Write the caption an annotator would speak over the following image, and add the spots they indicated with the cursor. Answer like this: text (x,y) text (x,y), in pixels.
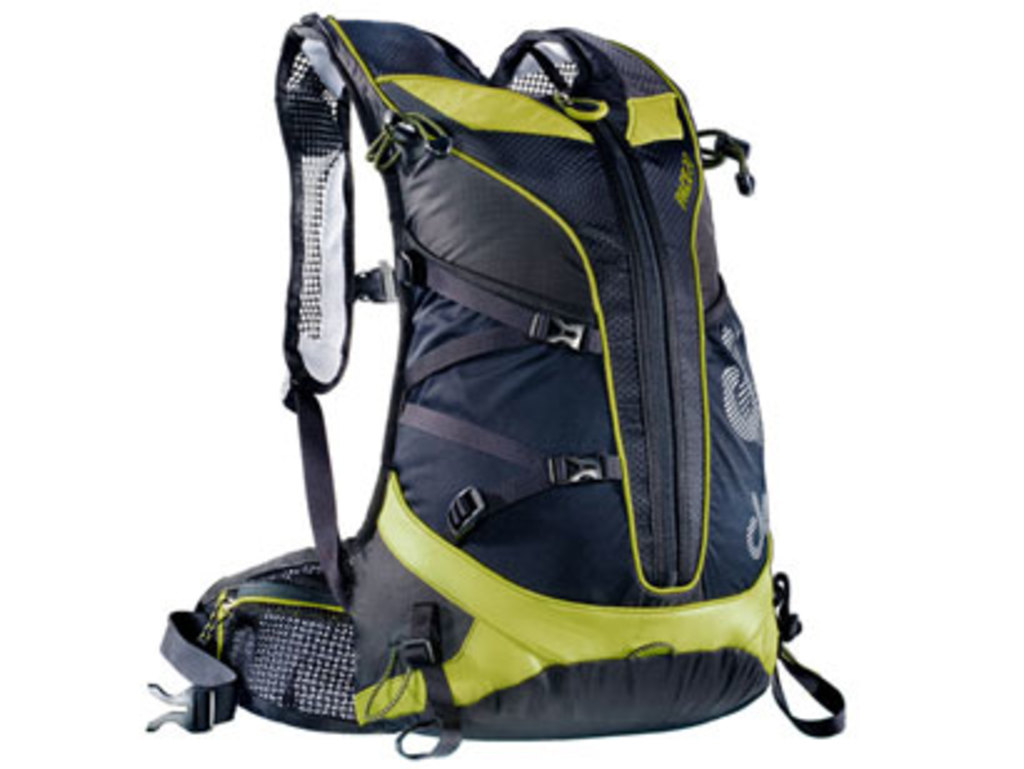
In the image we can see there is a safety bag (519,540).
